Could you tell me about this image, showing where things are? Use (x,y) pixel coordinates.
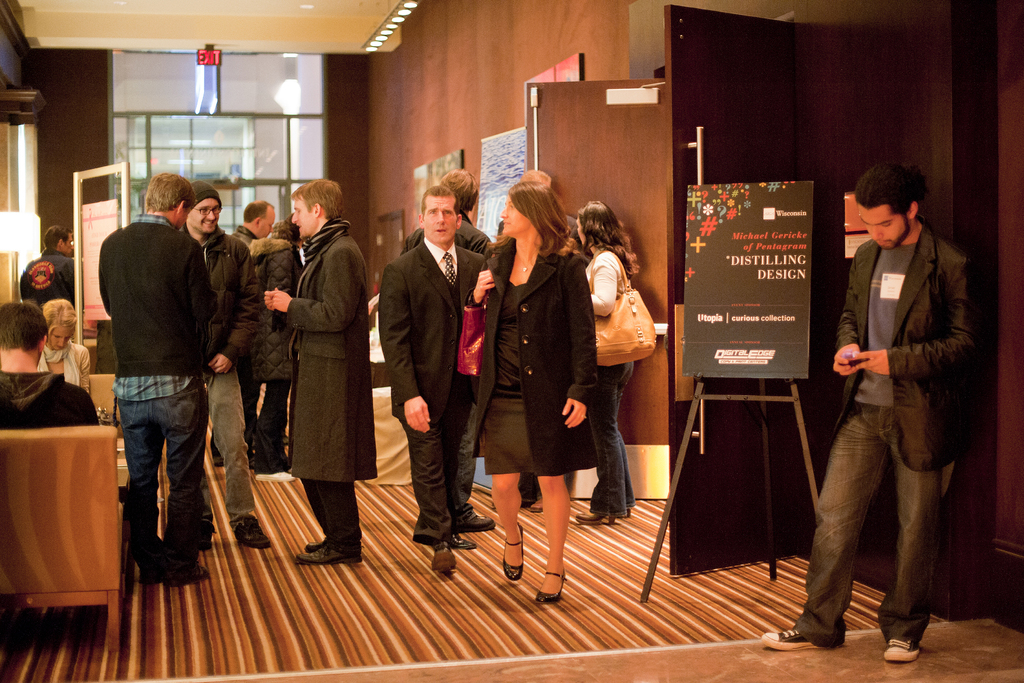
In this picture we can see some are standing and some are sitting on the couch (26,489), this picture is taken in the room (361,28).
